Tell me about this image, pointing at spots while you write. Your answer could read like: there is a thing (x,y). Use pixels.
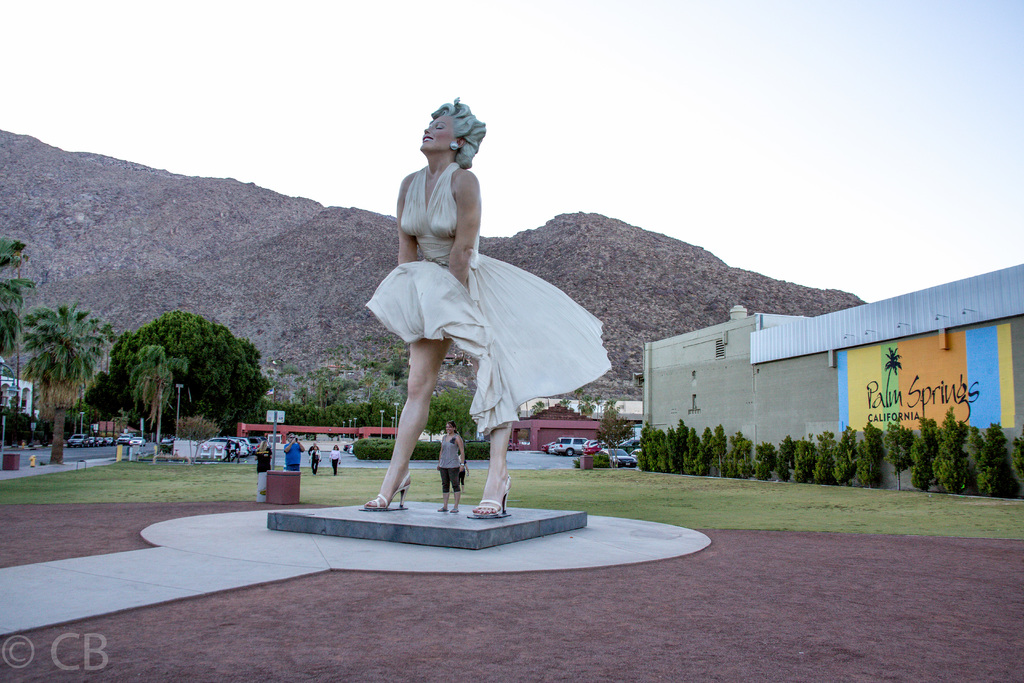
In the center of the image (459,293) there is a statue (511,291) and we can see people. In the background (145,434) there are trees (606,441), bushes (642,447), cars (560,452), poles (395,427), hills (350,295) and sky (546,106). On the right (747,367) there is a shed (823,372).
